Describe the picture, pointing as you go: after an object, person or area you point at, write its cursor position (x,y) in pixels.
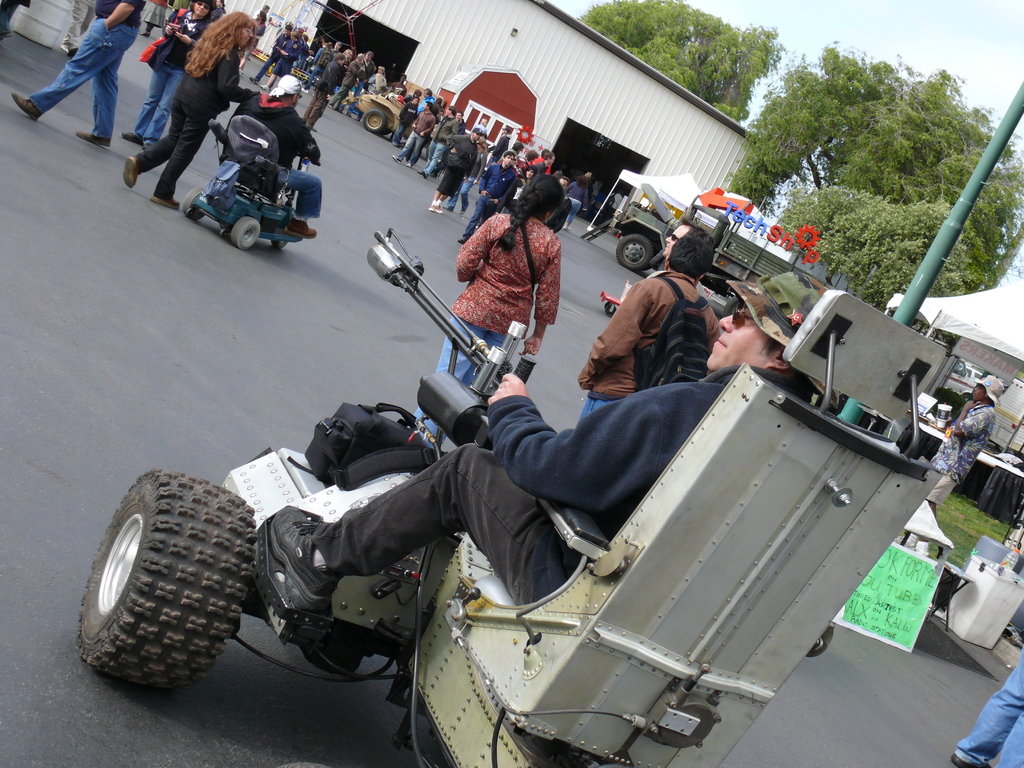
In this picture I can see few persons (270,119) are riding the vehicles (281,481) and few persons (164,78) are walking on the road (198,313), at the top (563,34) it looks like a shed (460,108). On the right side (875,168) there are trees (852,174).
